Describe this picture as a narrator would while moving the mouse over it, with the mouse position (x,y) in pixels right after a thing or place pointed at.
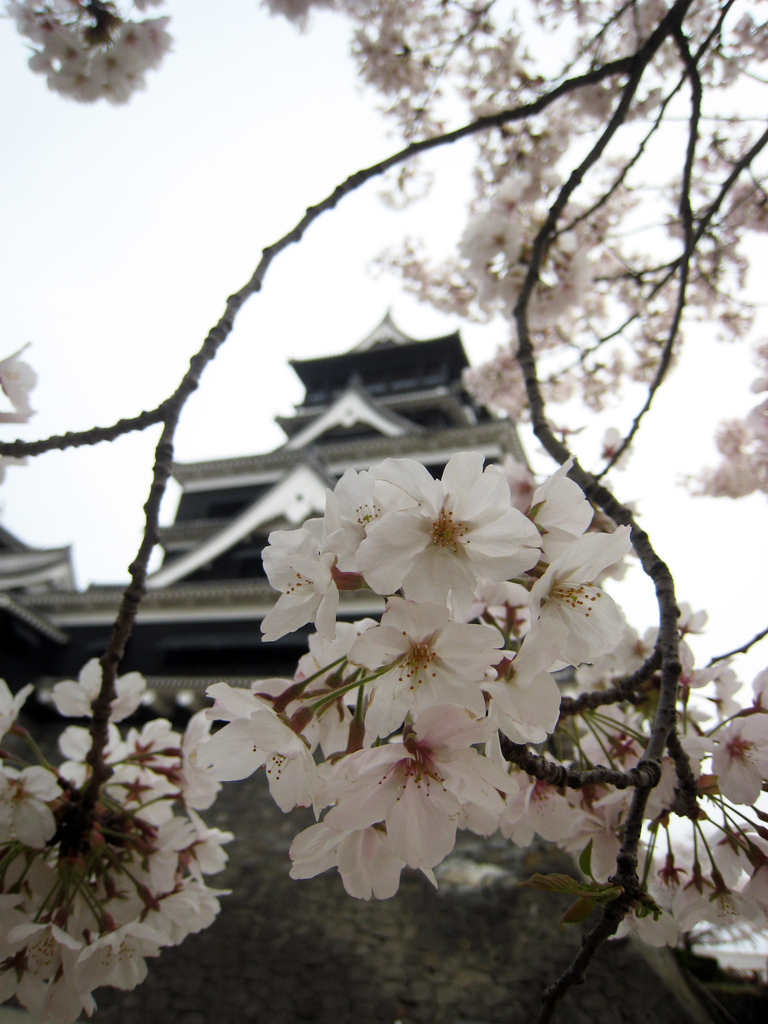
In this image we can see group of flowers (561,596) on branches (678,784) of a tree (513,73). In the background (374,375), we can see a building (267,534) with roof (258,500) and the sky (183,263).
